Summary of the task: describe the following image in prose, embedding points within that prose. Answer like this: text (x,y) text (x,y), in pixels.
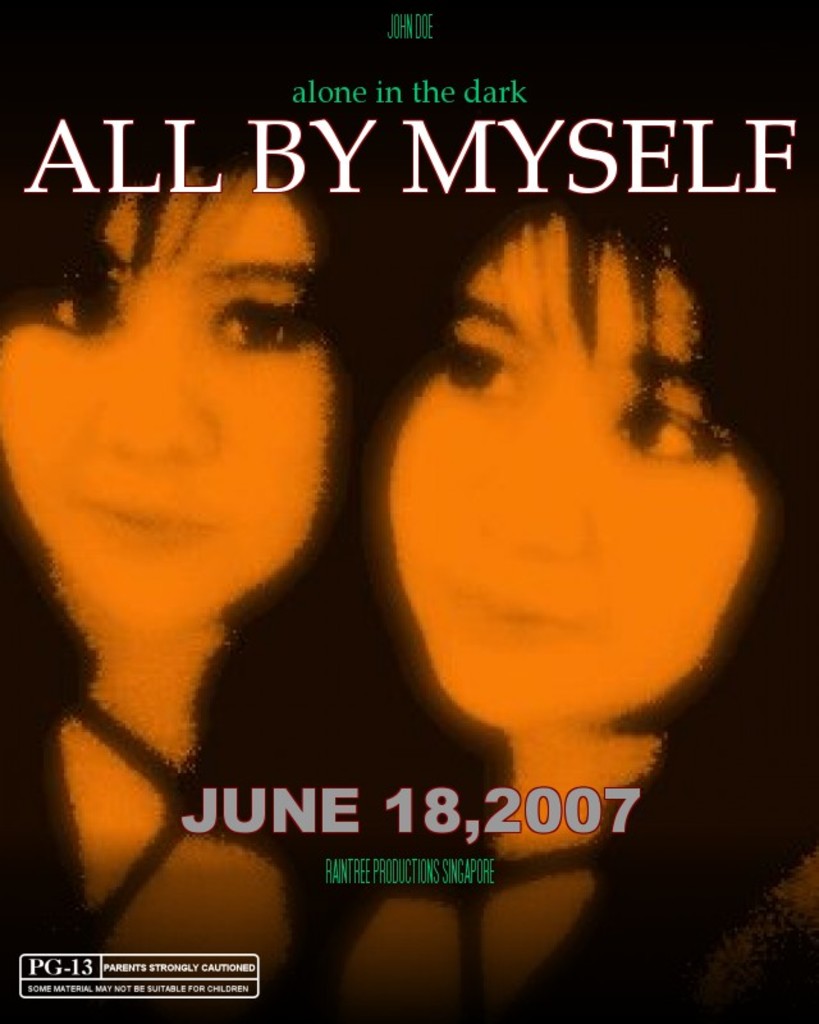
In the image we can see a poster (147,744), on the poster (378,96) we can see some text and drawing (511,230).
